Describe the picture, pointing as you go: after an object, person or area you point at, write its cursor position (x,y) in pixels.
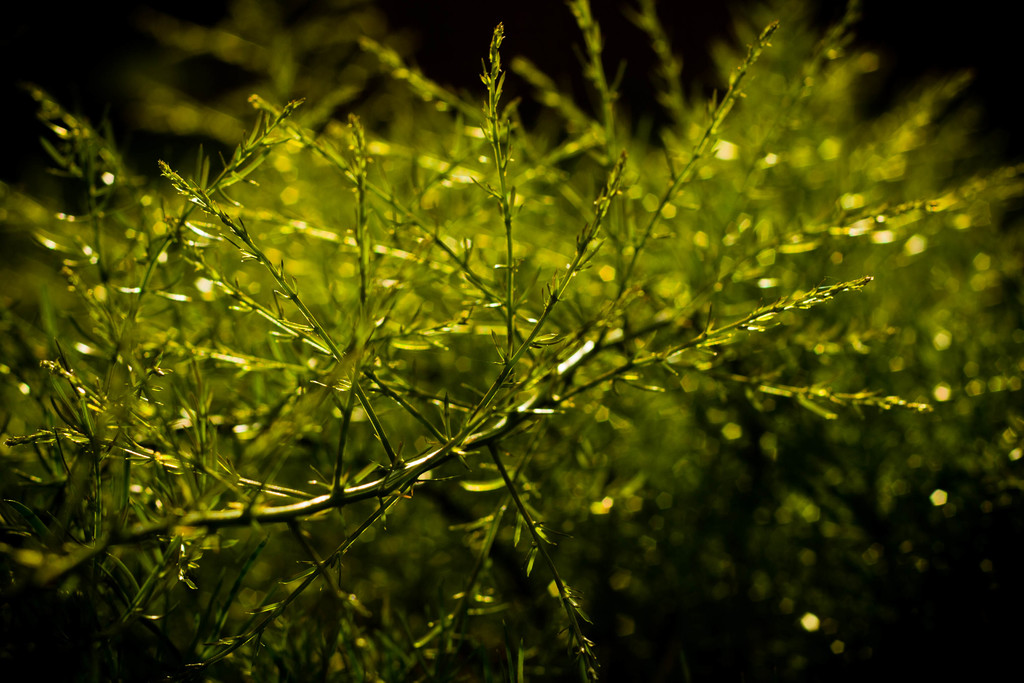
In this image I can see few green color plants (364,291) and background (722,12) is in black color.
